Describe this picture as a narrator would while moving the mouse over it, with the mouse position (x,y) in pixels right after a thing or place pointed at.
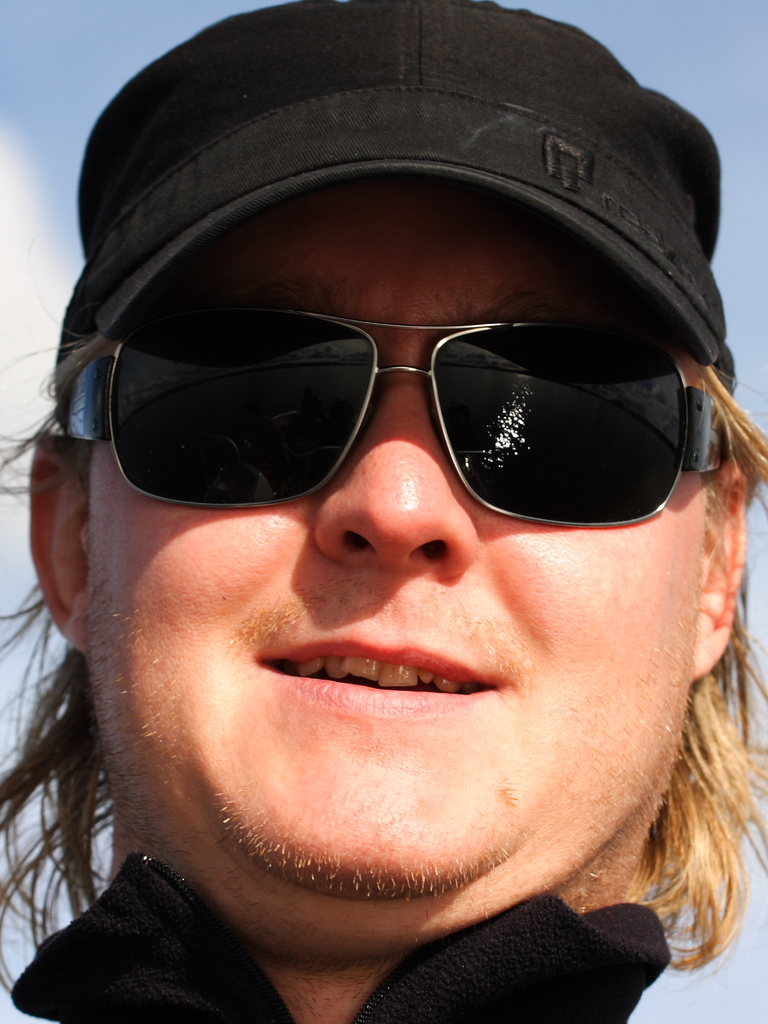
In this picture, we see a man (234,886) is wearing a black jacket (425,959). He is wearing sunglasses (268,327) and a black cap (247,163). He is smiling. In the background (35,69), we see the sky (730,129), which is blue in color.
